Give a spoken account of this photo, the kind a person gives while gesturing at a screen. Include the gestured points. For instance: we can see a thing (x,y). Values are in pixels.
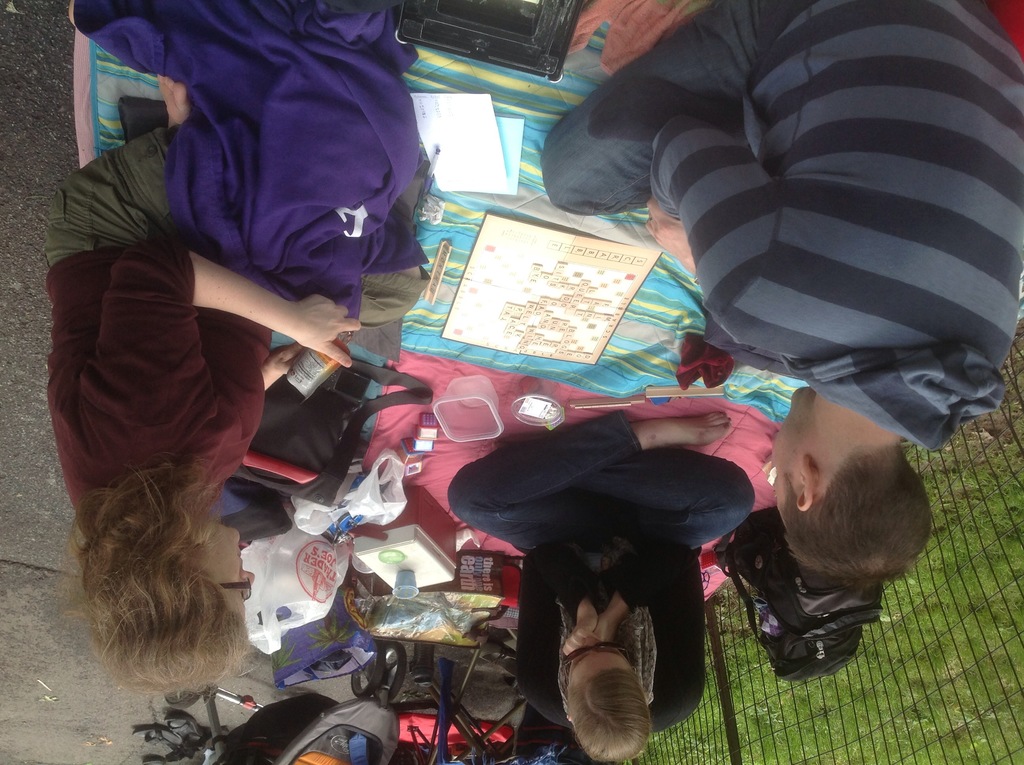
In this image we can see a man (952,273) and two women (207,342) sitting on the blanket (143,89) which is on the road (81,660) and playing and there is a playing object (555,266) in the middle of these persons (824,316) which is on the cloth (644,330). The image also consists of bags (772,595), covers (386,511), box (395,541), bowl (551,413), papers (442,187), pen (432,162) and also the cloth (694,371). We can also see the vehicles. There is a fence (903,670) and behind the fence (971,676) we can see the grass (953,673).
